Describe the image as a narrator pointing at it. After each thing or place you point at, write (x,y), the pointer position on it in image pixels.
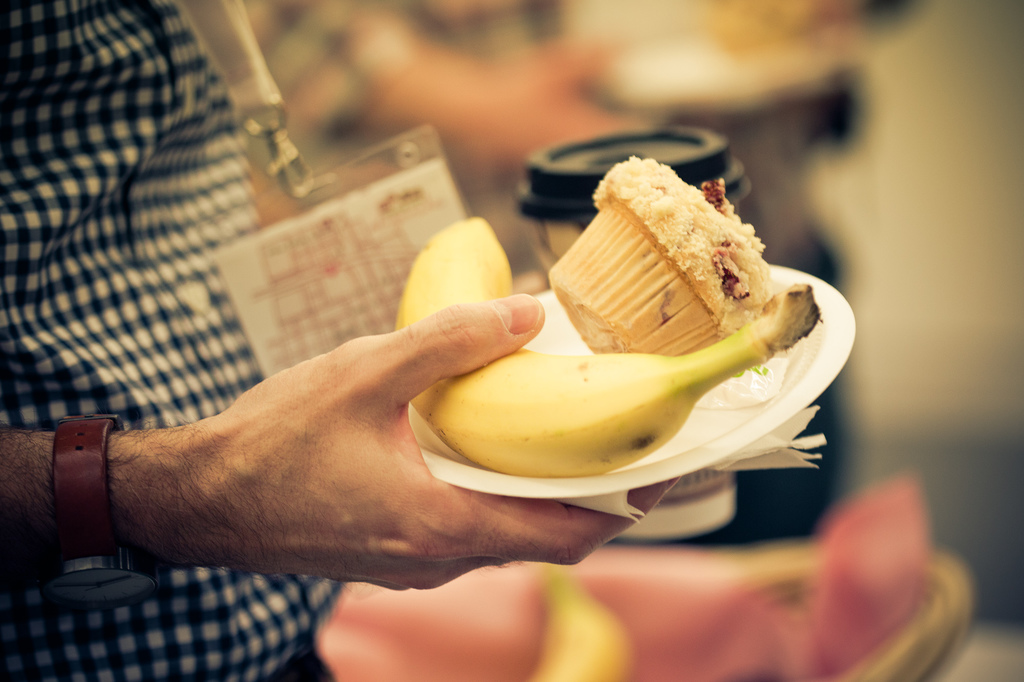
In this image we can see a person (209,387) is holding some food items (572,383) and he is wearing an identity card (306,216).
